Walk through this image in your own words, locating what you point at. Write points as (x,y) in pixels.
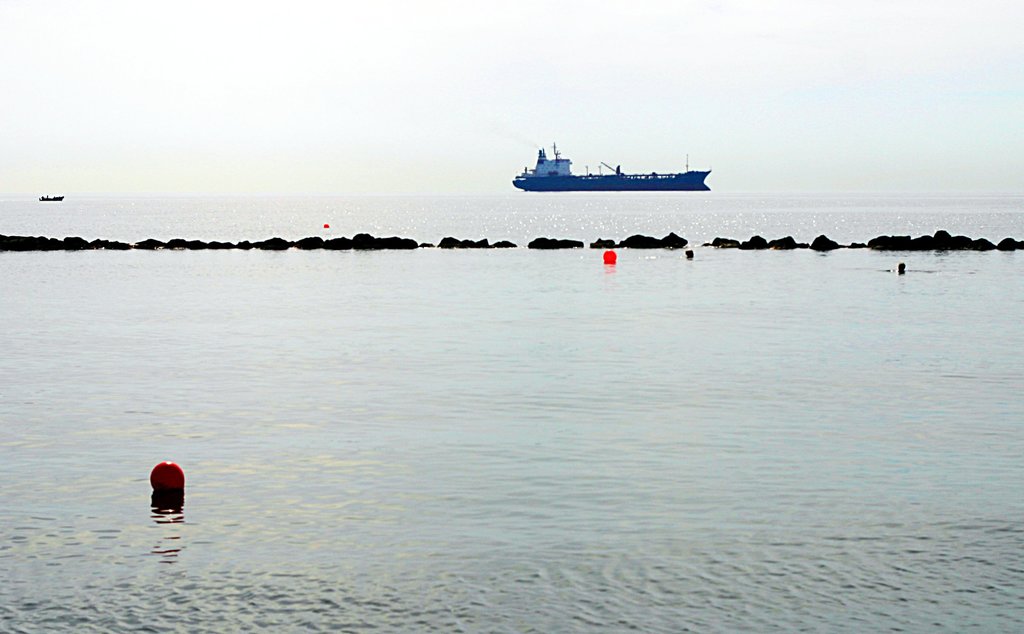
In this image we can see some balls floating on the water (590,365). We can also see a barrier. On the backside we can some ships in the water (679,223). We can also see the sky (737,120) which looks cloudy.
